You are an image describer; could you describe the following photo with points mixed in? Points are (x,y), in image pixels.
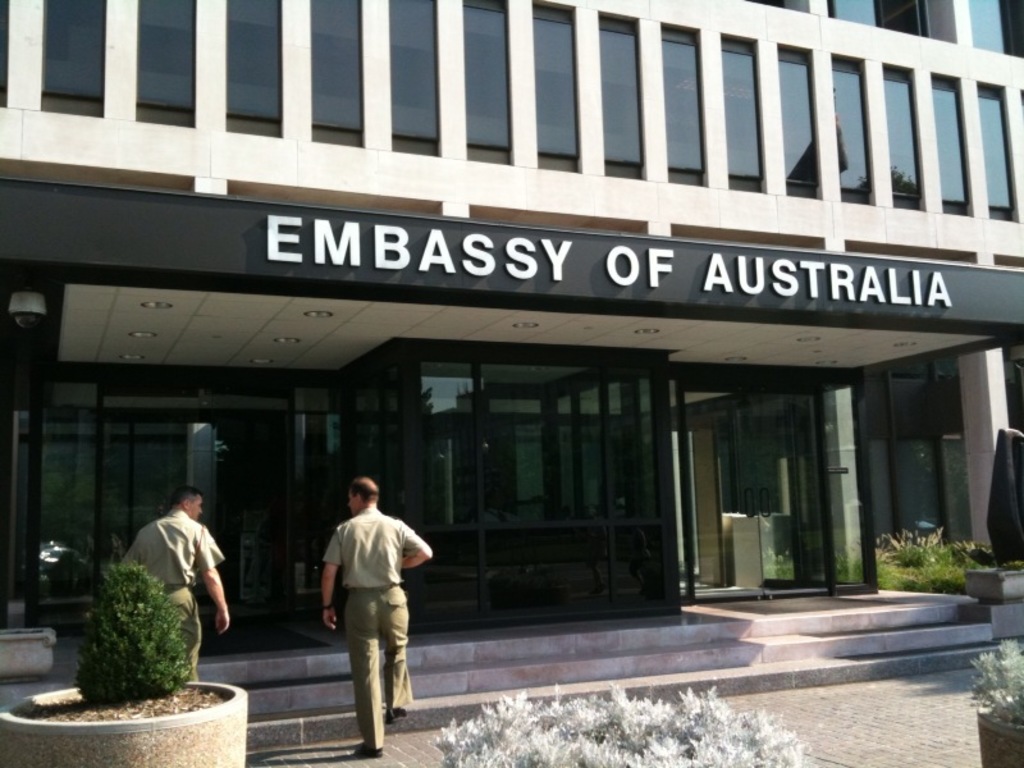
In this image we can see a building (689,156), name board (339,281), house plants (159,621), bushes (917,553) and persons (370,722) walking on the floor (424,671).
